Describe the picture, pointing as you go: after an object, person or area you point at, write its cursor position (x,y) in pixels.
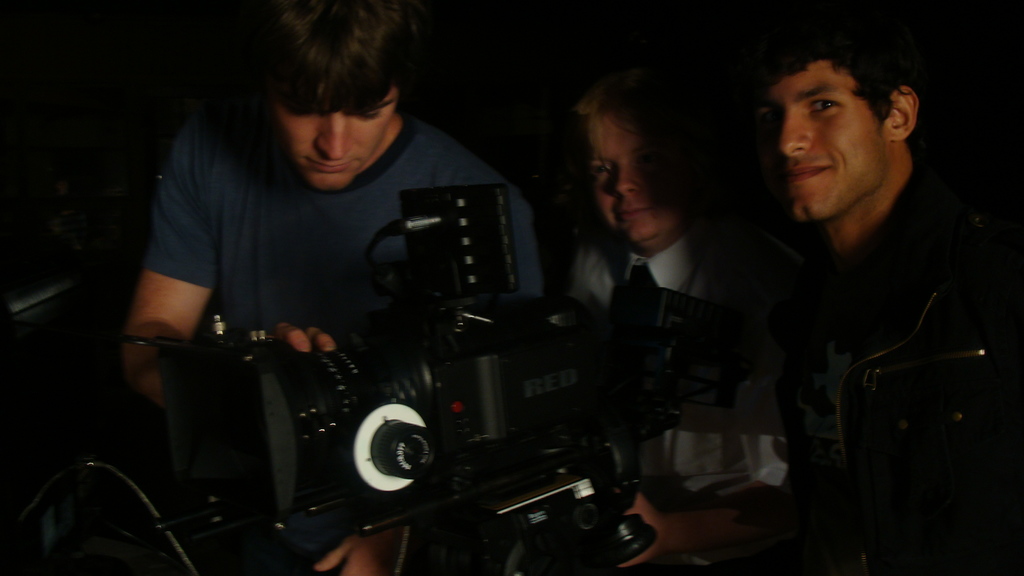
There are three men (689,156). And a man (288,237) wearing a blue shirt (275,233) on the left (255,217) is holding a video camera (446,408).
